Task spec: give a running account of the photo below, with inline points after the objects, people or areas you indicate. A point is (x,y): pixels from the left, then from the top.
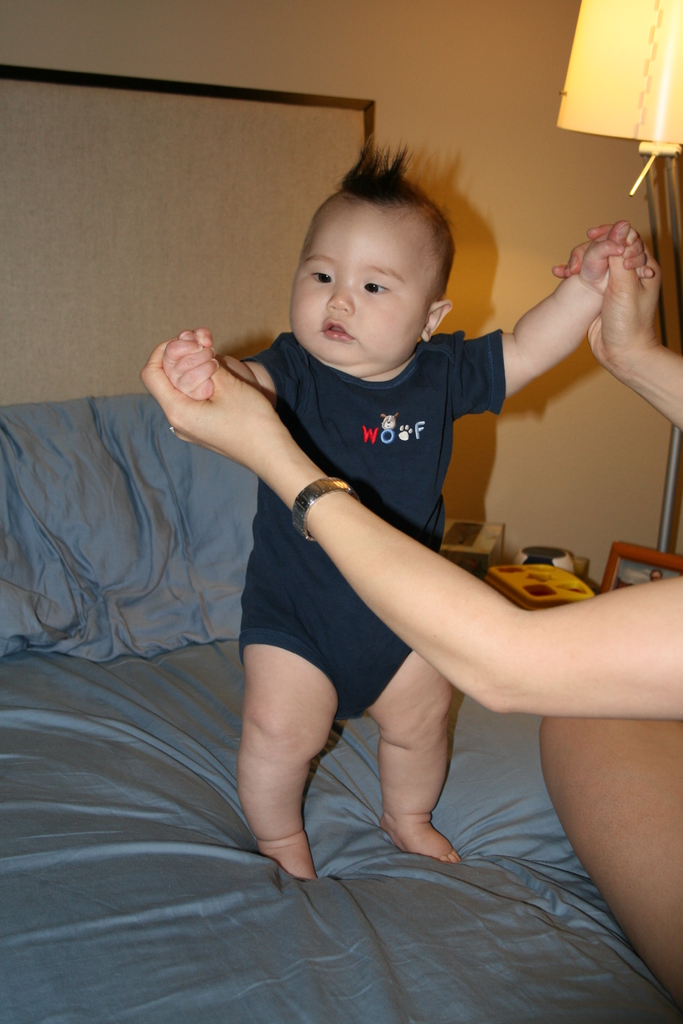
This image is taken indoors. In the background (469,170) there is a wall (440,166). On the right side of the image (663,754) there is a person (603,655) holding kids hands (191,389) and there is a lamp (661,549) on the table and there are a few things (623,579) on the table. At the bottom of the image (230,928) there is a bed (134,825) with a bed sheet (119,743) On it. In the middle of the image (354,670) a kid (344,430) is standing on the bed (288,875).
